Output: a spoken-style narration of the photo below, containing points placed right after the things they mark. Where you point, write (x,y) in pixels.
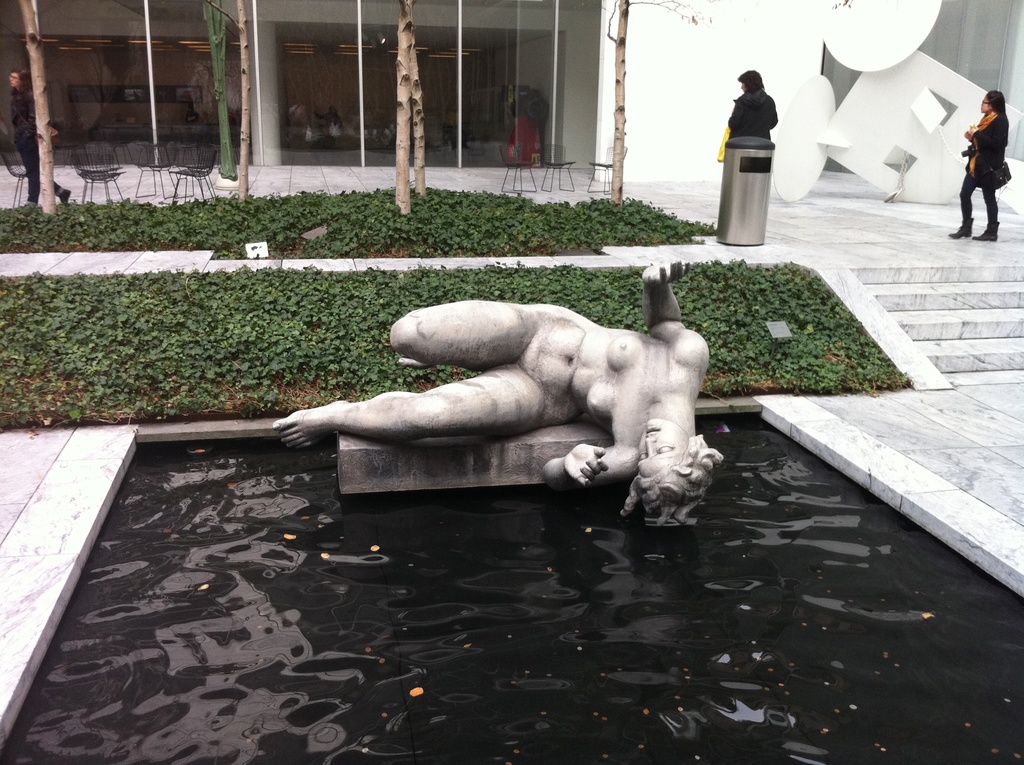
In the middle of this image (674,359), there is a statue of a nude woman (554,342), lying on a platform (442,449). This platform (491,457) is in the water pond (642,625). In the background (986,148), there are three persons (744,99) on the floor (941,205), on which there is a dustbin (754,158), there are trees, plants (126,369) and there are chairs (610,159) arranged, and there is a building (764,28) which is having glass windows (458,46) and a white wall (749,63).
